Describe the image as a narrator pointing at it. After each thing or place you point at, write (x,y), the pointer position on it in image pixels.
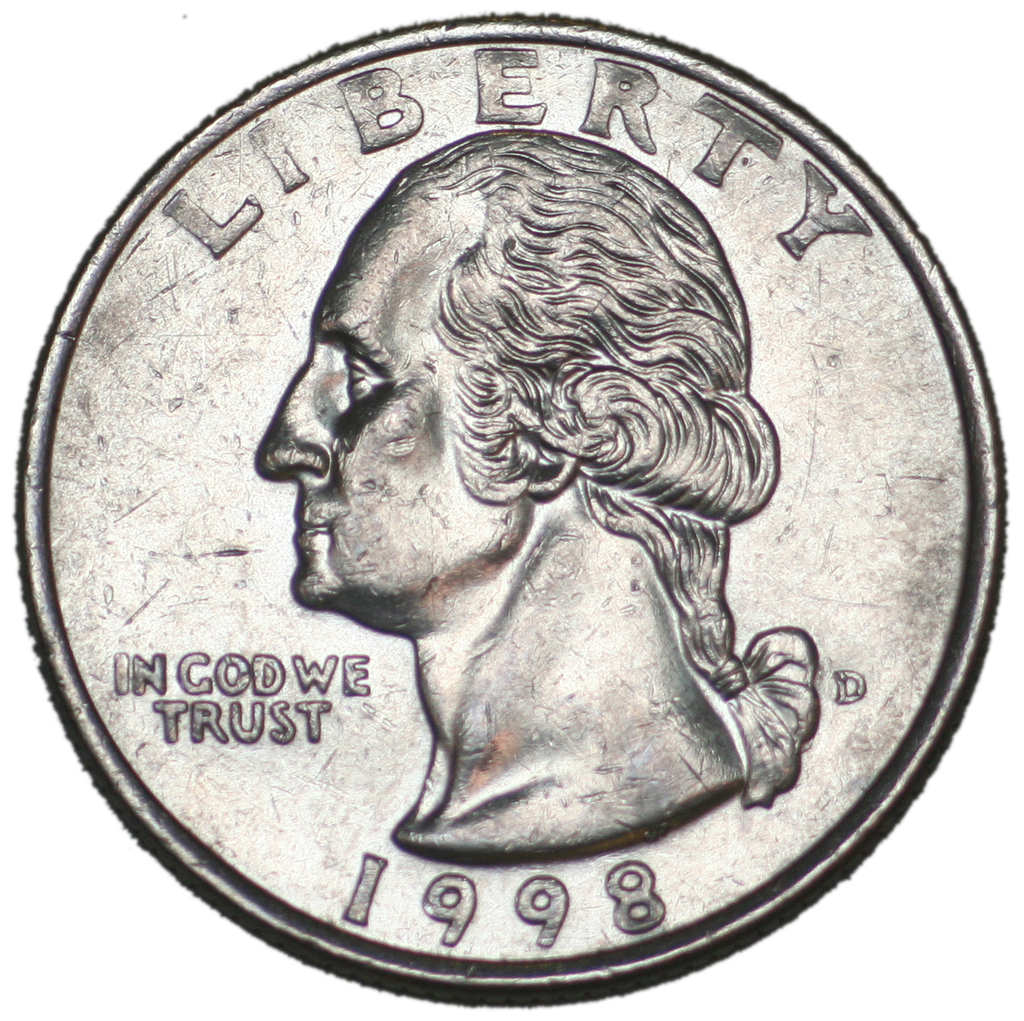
In this image there is a coin (264,864).
